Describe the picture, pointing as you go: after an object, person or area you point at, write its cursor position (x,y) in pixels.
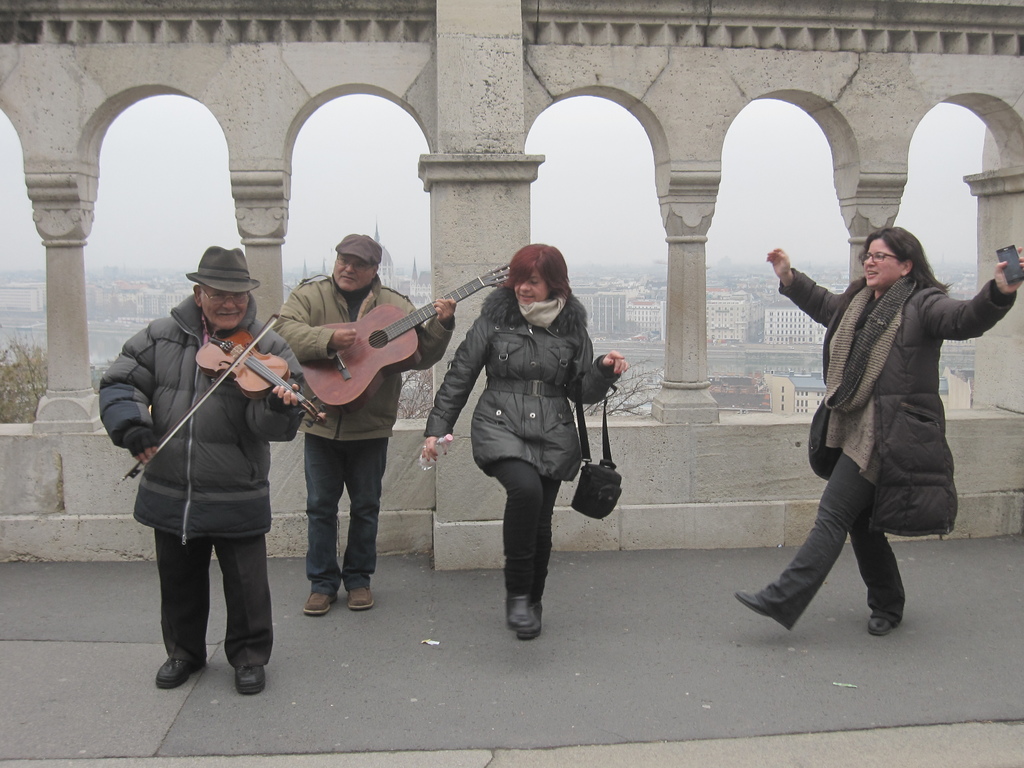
in front (247,470) portion of the picture we can see two men (317,434) standing and playing musical instruments (365,374). We can see these two women (869,524) dancing. These are pillars (87,227). At the top (222,200) we can see sky (661,220). These are buildings (656,326).
